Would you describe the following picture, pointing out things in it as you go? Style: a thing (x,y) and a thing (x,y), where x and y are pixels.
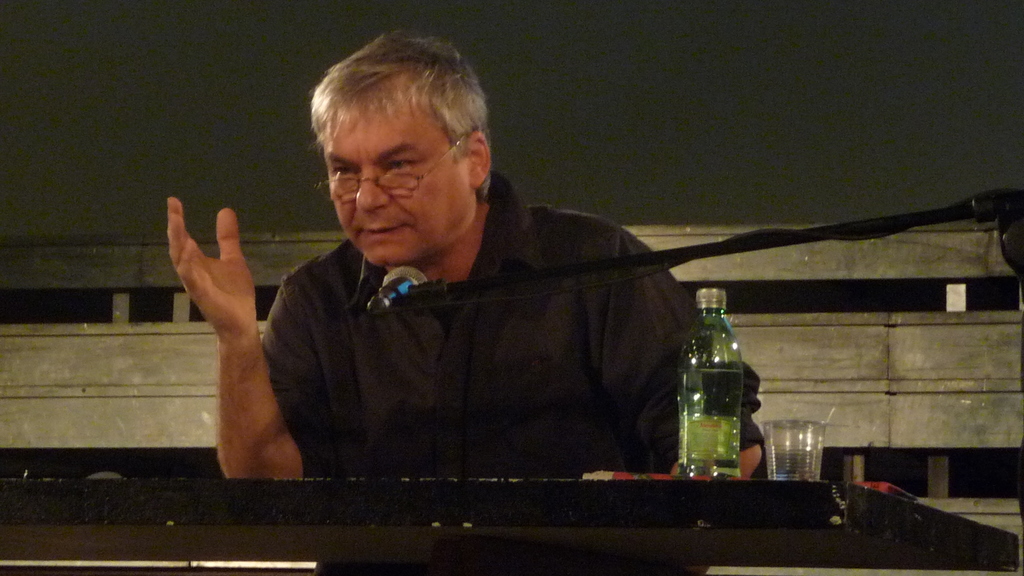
This image is taken indoors. In the background (874,363) there is a wall (47,299). At the top of the image (703,64) there is a roof (824,121). In the middle of the image (474,315) there is a man (488,329) and there is a podium (533,514) with a bottle (719,468), a glass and a mic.
